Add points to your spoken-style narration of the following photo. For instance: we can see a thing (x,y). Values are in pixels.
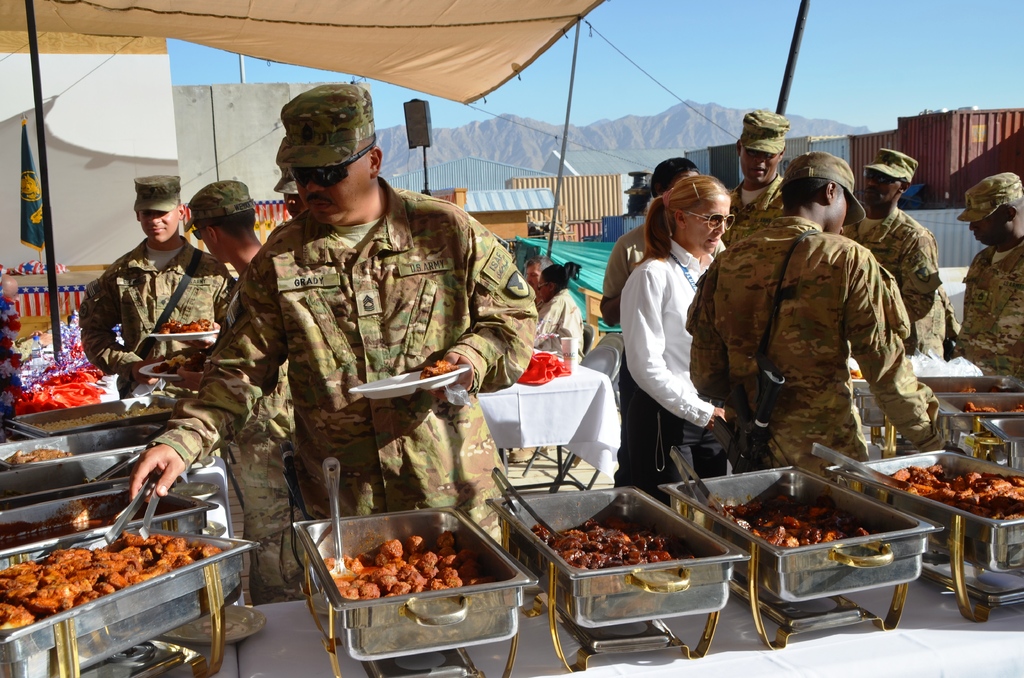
In the image there are few men (326,290) in camouflage dress (747,297) keeping food (92,556) from bowls (225,568) on a table (851,660), in the back (482,127) there are hills (699,135) behind the buildings (462,191) and above its sky (802,58).
